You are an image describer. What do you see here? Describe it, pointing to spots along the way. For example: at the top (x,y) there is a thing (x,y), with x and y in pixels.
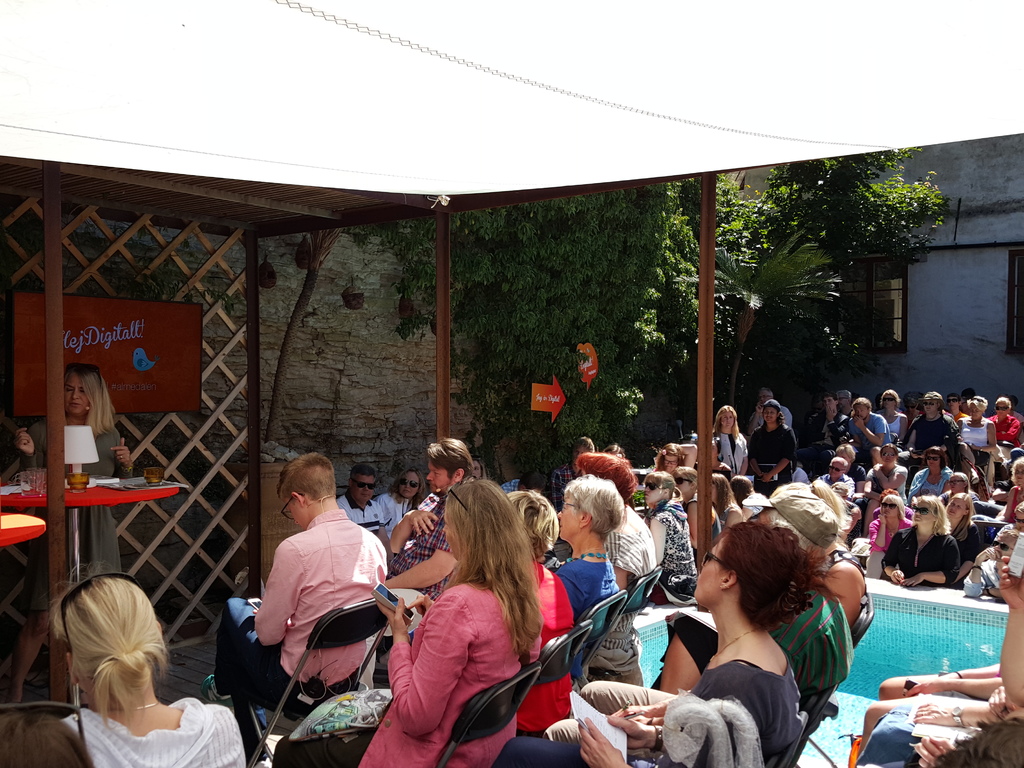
In this picture I can see there are a group of people (444,614) sitting here and they are some other people (1003,533) sitting beside the pool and in the backdrop (611,300) there are trees (537,370) and a wall (224,394).
